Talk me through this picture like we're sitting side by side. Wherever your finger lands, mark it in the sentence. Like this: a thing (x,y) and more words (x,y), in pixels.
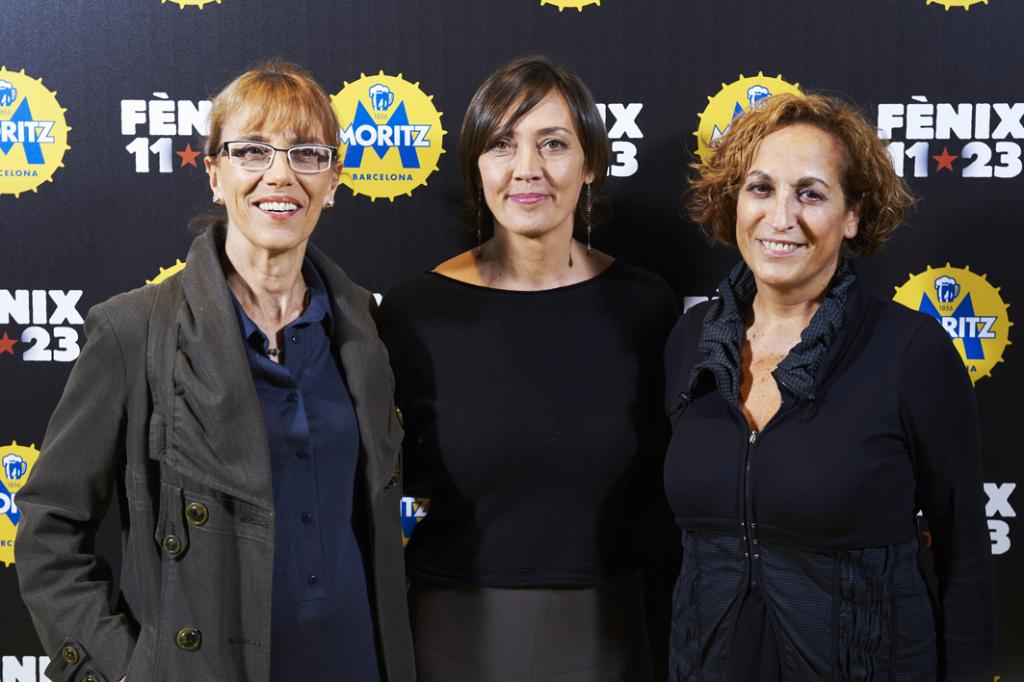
In this image we can see three ladies (490,294) standing and smiling. In the background (633,37) there is a board (704,16). The lady (176,482) standing on the left (254,483) is wearing a jacket (249,435).
